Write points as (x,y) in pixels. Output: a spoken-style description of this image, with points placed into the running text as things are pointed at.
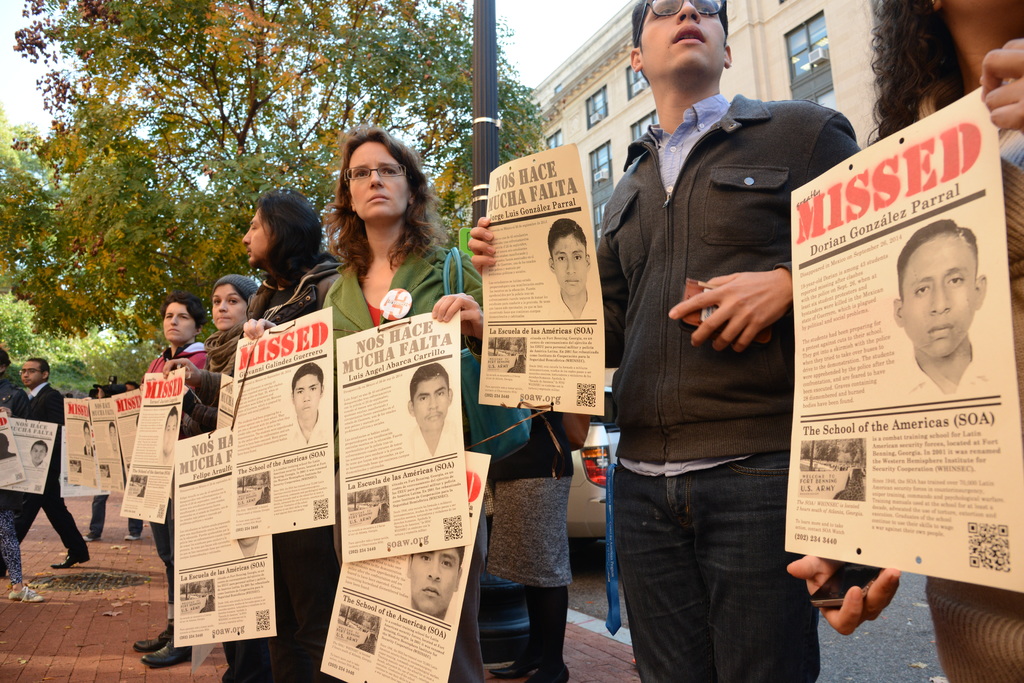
In the picture we can see some people (720,298) are standing on the path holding posters (878,252) and on it we can see an information (868,197) with some person (920,262) missing and in the background (429,52), we can see buildings (631,139) with windows (602,166) and glasses (600,153) to it and besides we can see a pole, trees (319,74) and sky (504,1).
